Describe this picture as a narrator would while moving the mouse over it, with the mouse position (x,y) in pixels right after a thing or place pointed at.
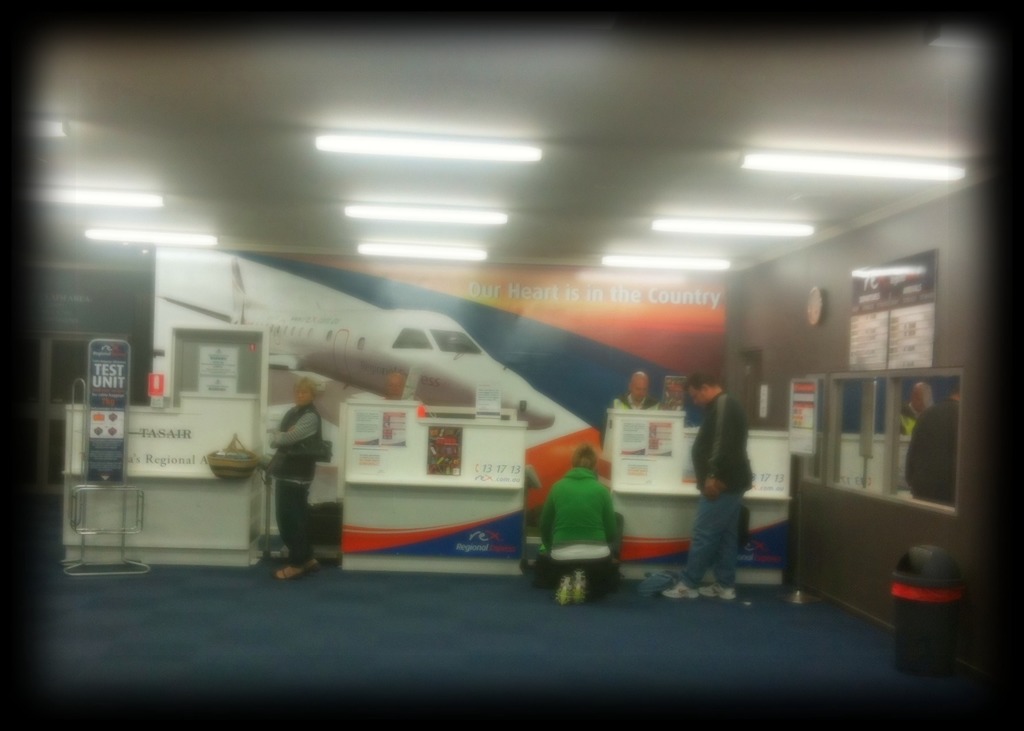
Here we can see few persons (588,501), tables (696,494), posters (642,465), boards (484,411), bin (927,628), and frames (903,271). In the background (530,432) we can see a banner (602,361), door (84,364), wall (805,271), and lights (781,225).
